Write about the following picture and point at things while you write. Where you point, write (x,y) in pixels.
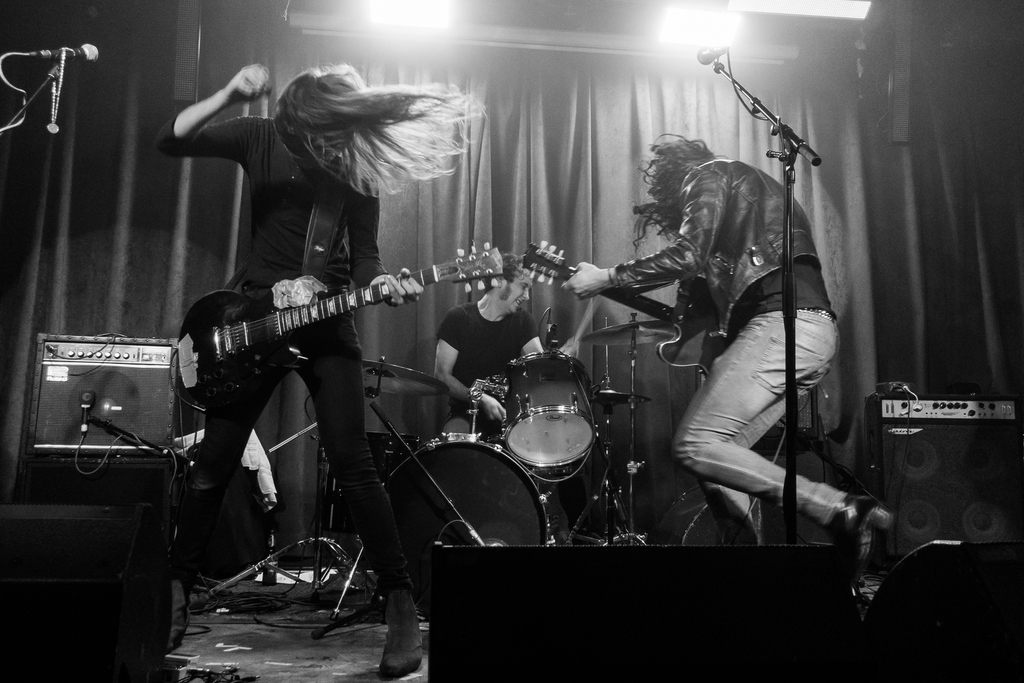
This picture is taken inside a room (1005,579). there are three people (274,281) in the room (698,303). The person (280,270) at the left corner of the image (324,382) is holding a guitar (282,324) and dancing. The person (750,268) at the right corner of the image (724,305) is playing the guitar (679,333) as well as dancing. The man (519,331) in the center (512,330) is playing drums (512,375). On the floor (277,612) there are speakers (162,432), drums (477,472) and drum stands (355,584). In front of them there are microphones (714,56) and their stands (52,65). In the background (67,178) there is curtain (150,204). In the top of the image (425,5) there are lights (383,10).
